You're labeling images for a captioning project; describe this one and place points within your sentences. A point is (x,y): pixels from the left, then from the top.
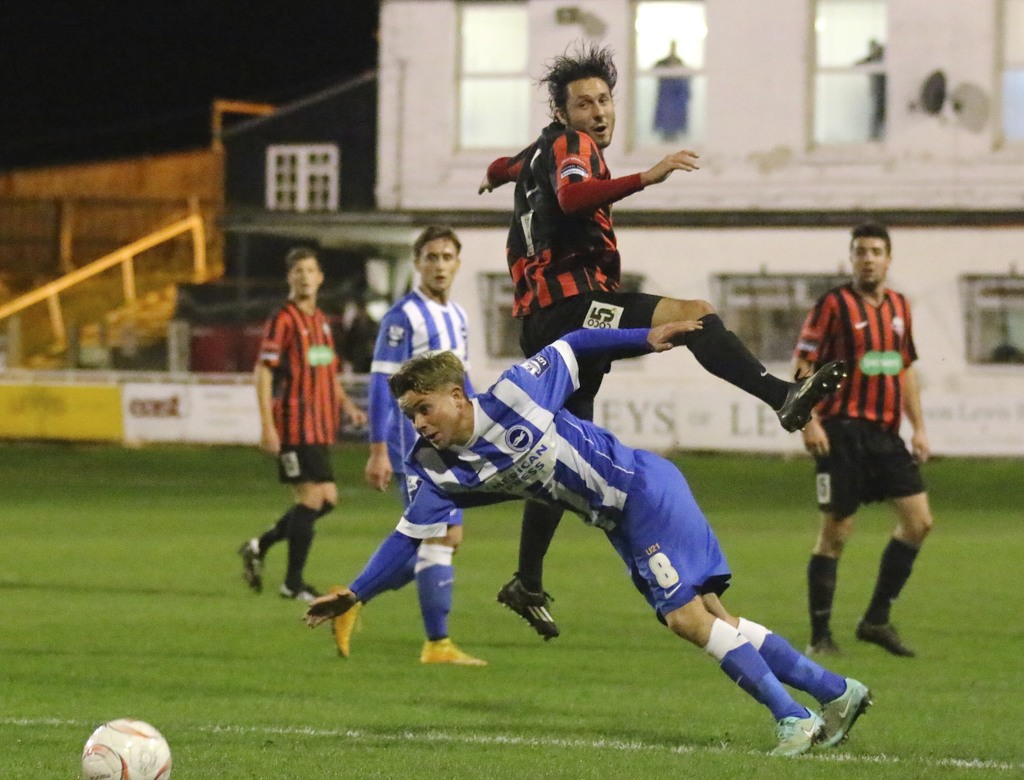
In this image there are a few players (637,457) playing on the surface (643,616) of the grass (363,698) and there is a ball (112,738). In the background (994,173) there is a building (790,123). On the left side of the image (112,324) there are stairs (121,313).
